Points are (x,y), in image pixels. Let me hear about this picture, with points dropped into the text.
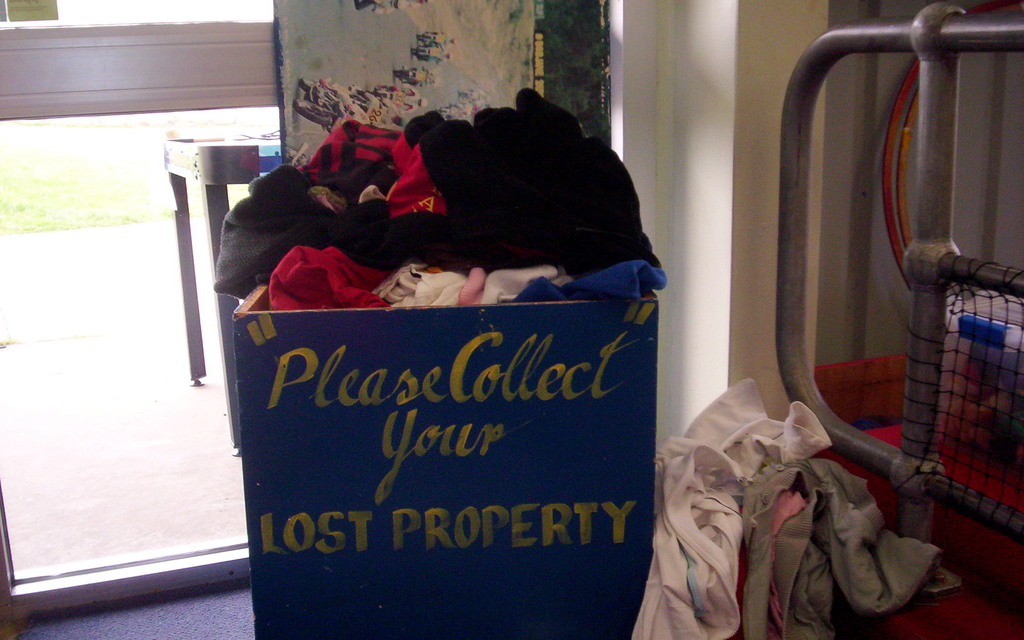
In this image there is a wooden basket (514,482) having clothes (435,297) in it. Behind there is a glass door (130,288). From which a table (222,159) which is on the floor (151,322) is visible. Beside the basket (601,593) there are few clothes (803,606). Right side (918,515) there is a fence (830,41).
